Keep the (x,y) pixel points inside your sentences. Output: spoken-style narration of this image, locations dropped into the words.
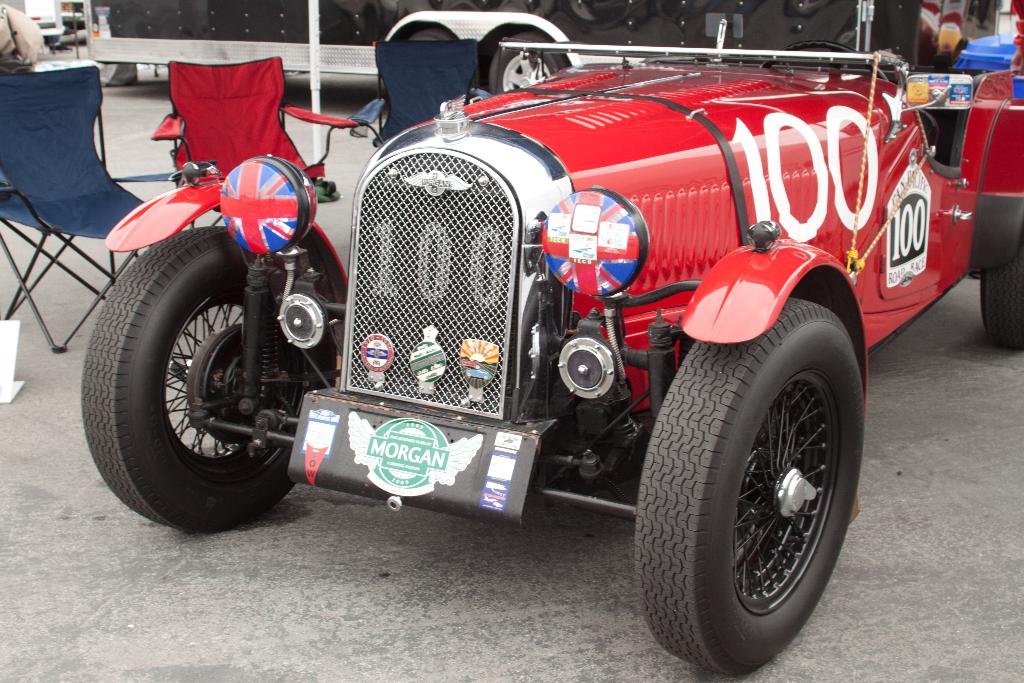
In this picture I can see some vehicles (370,271), chairs (78,226) are placed on the ground (303,608).
